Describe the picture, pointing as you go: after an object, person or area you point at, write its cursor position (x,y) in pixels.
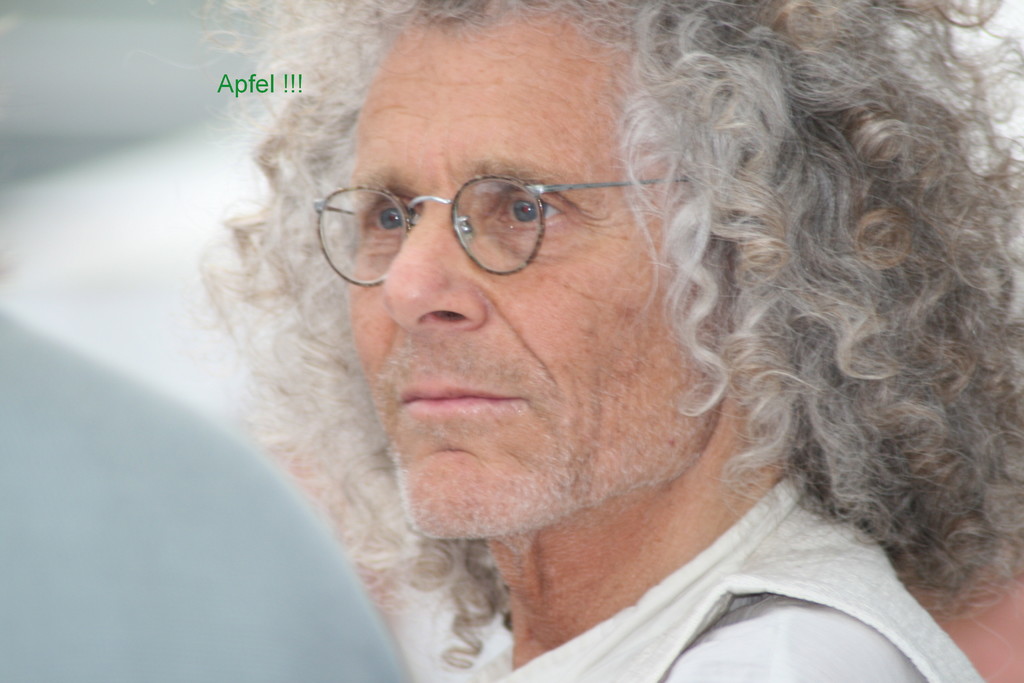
It is the picture of an old man (577,345), he is wearing white dress (756,607) and spectacles (513,202). He has white curly hair (814,304) and the background of the man (484,331) is blur.
